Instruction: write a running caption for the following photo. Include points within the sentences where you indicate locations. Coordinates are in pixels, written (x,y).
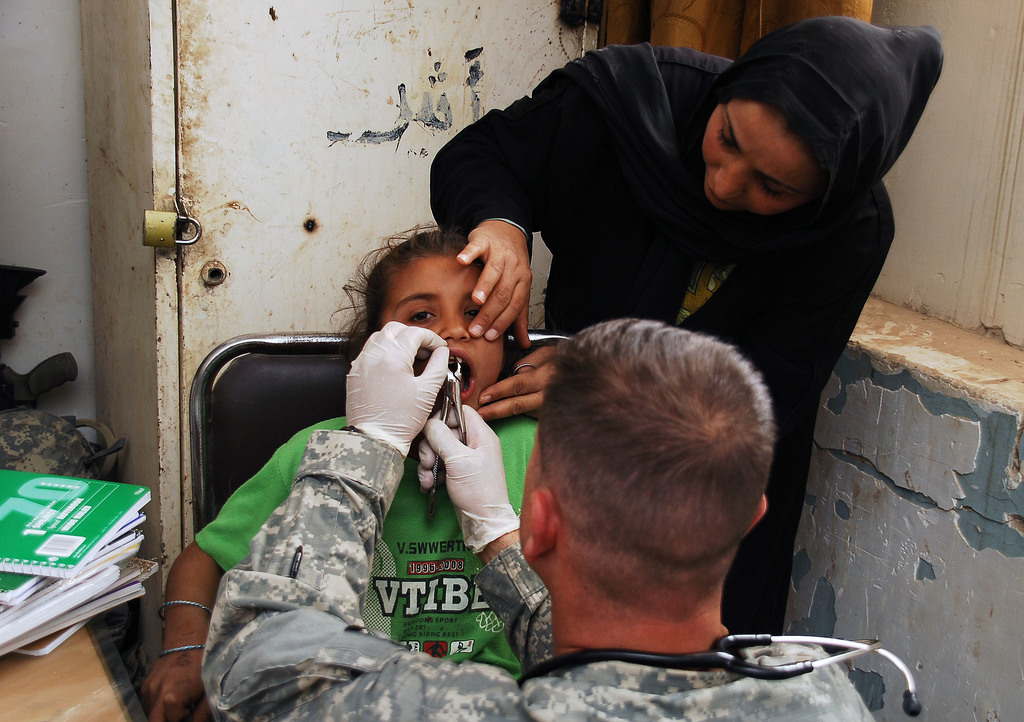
In this image I can see three persons (639,345). In front (460,605) the person (438,602) is wearing green color shirt (436,596) and the person (439,571) is sitting on the chair (230,396). I can also see few books (106,496) on the cream color surface (84,695), background (304,215) I can see the door (230,105) and the wall (48,106) is in white color.
